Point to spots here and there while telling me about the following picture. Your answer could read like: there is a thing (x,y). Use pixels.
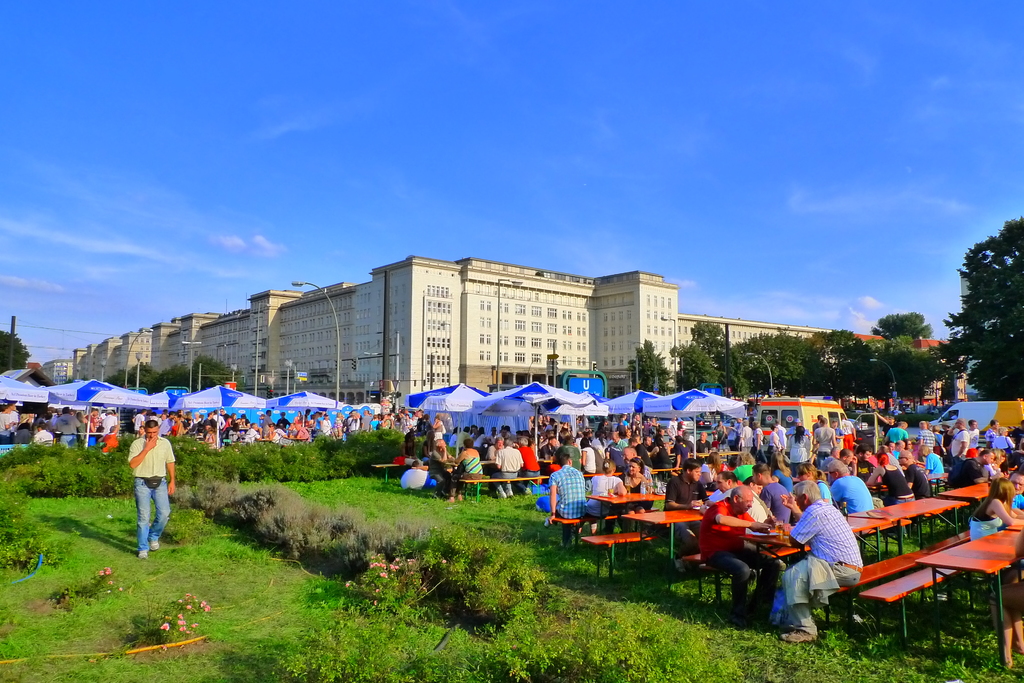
In this picture we can see grass (256,564) and plants (531,586) at the bottom (211,548), there are some people (957,464) standing and some people (970,461) are sitting on benches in the middle (623,427), we can also see a vehicle (788,420) and umbrellas (86,406) in the middle (511,416), in the background (147,350) there are buildings (564,353), trees (836,355) and poles (497,333), we can see the sky (517,91) at the top of the picture (517,91).
